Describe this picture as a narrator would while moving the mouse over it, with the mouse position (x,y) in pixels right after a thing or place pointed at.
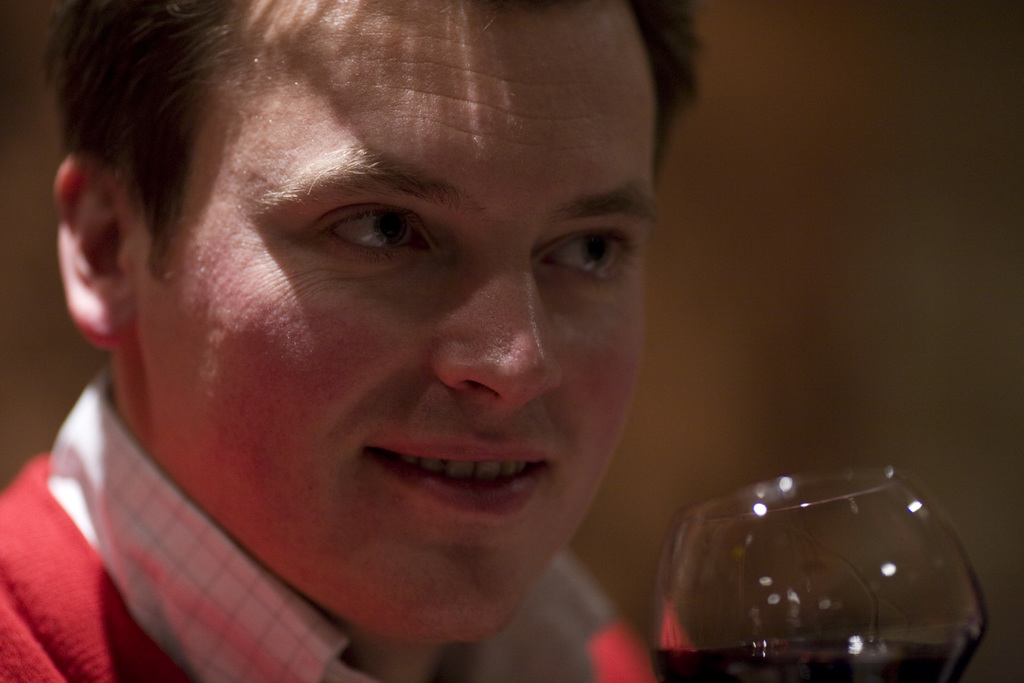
In this picture there is a man (517,186) in the center of the image (524,370) and there is a glass (866,474) at the bottom side of the image (827,529).
